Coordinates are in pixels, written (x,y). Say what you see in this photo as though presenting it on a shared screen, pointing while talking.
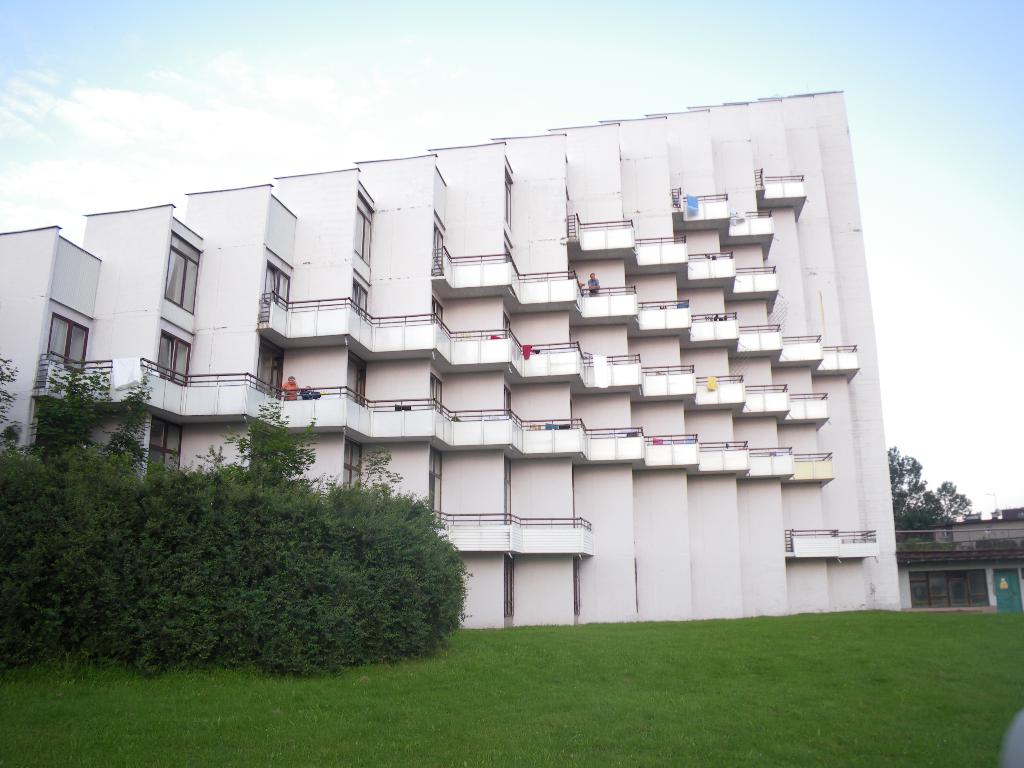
In this picture we can see grass (800,711) at the bottom (792,714), on the left side (196,622) and right side there are trees (163,605), we can see buildings (909,564) in the background (937,556), there is the sky (585,70) at the top of the picture (504,20).
